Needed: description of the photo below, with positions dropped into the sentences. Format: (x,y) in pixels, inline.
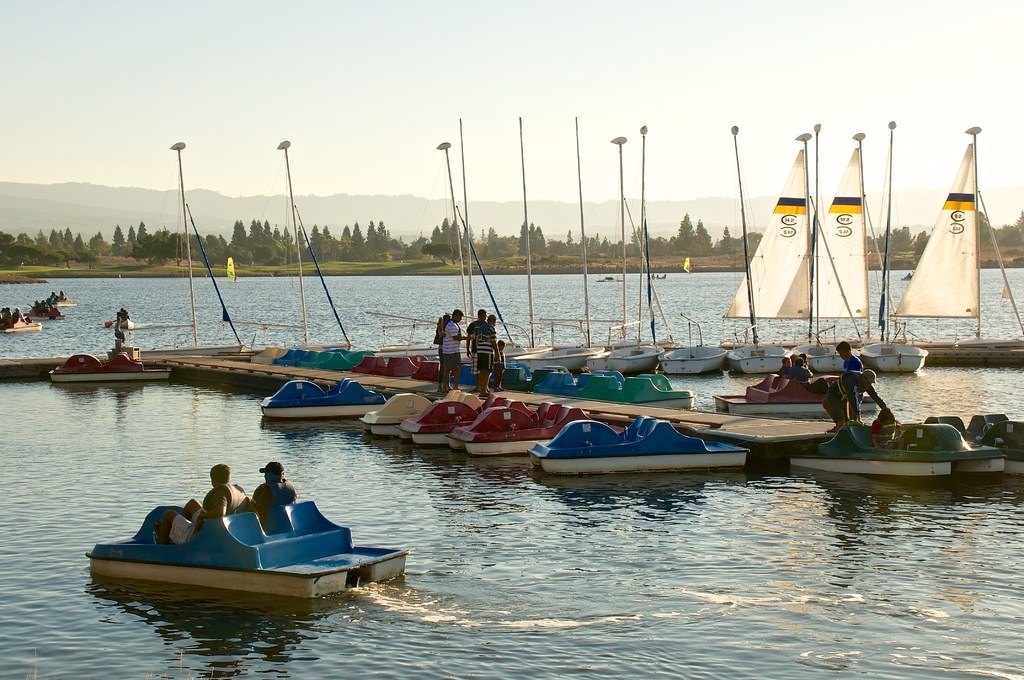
In this image we can see a few people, some of them are on the boats (174,545), some of them are on the wooden platform (237,373), there are some boats (768,271) on the lake (742,277), poles (809,293), trees (228,246), also we can see the mountains (428,216), and the sky (618,59).
